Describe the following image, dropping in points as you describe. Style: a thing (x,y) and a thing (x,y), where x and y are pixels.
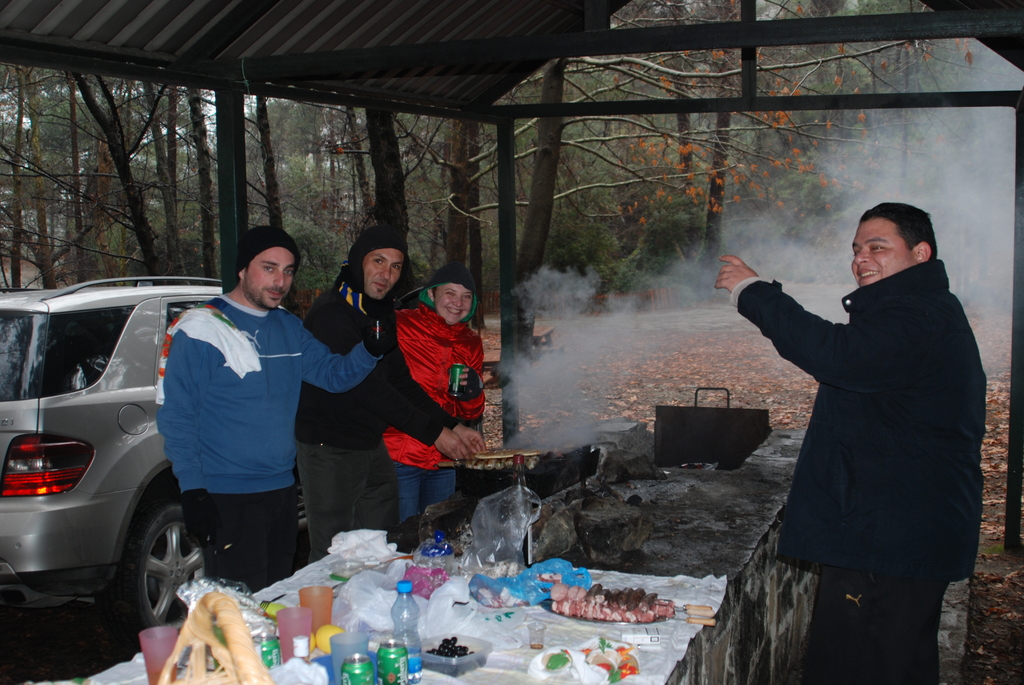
In this image, we can see people (287,255) and are wearing coats (403,403) and some are wearing scarves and caps (360,269) and we can see a grill (540,464), smoke (588,430) and some food items (570,602), bottles (402,631), tins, glasses (293,620) and some other items (573,656) on the stone (729,601). In the background (383,160), there are trees (140,212) and we can see a car (57,357). At the top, there is a roof (445,4).
